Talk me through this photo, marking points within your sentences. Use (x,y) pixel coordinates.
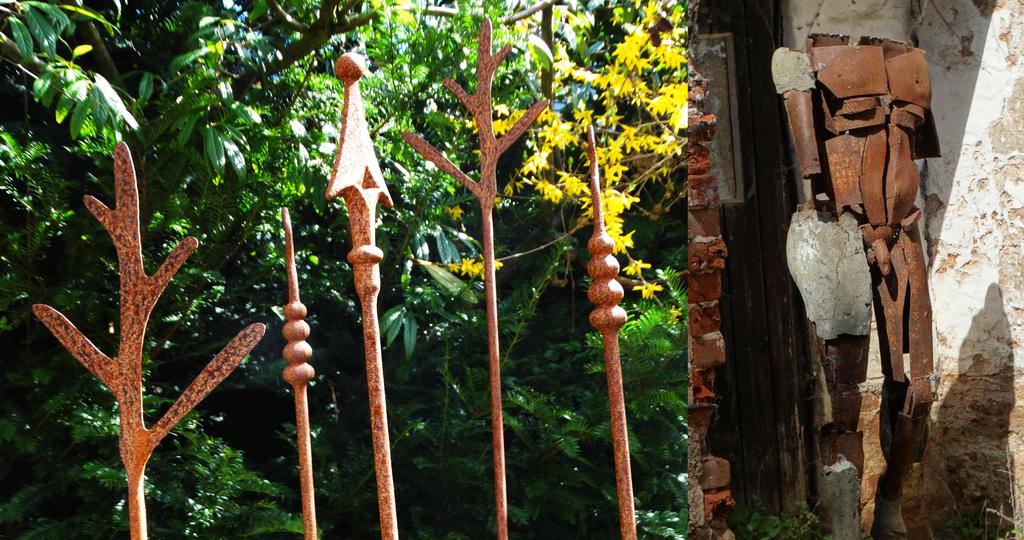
In this image I can see the metal rods (612,289) and the metal statue (810,288) of the person (828,357). In the background (812,355) I can see many trees (497,133) and the wall (716,332).
